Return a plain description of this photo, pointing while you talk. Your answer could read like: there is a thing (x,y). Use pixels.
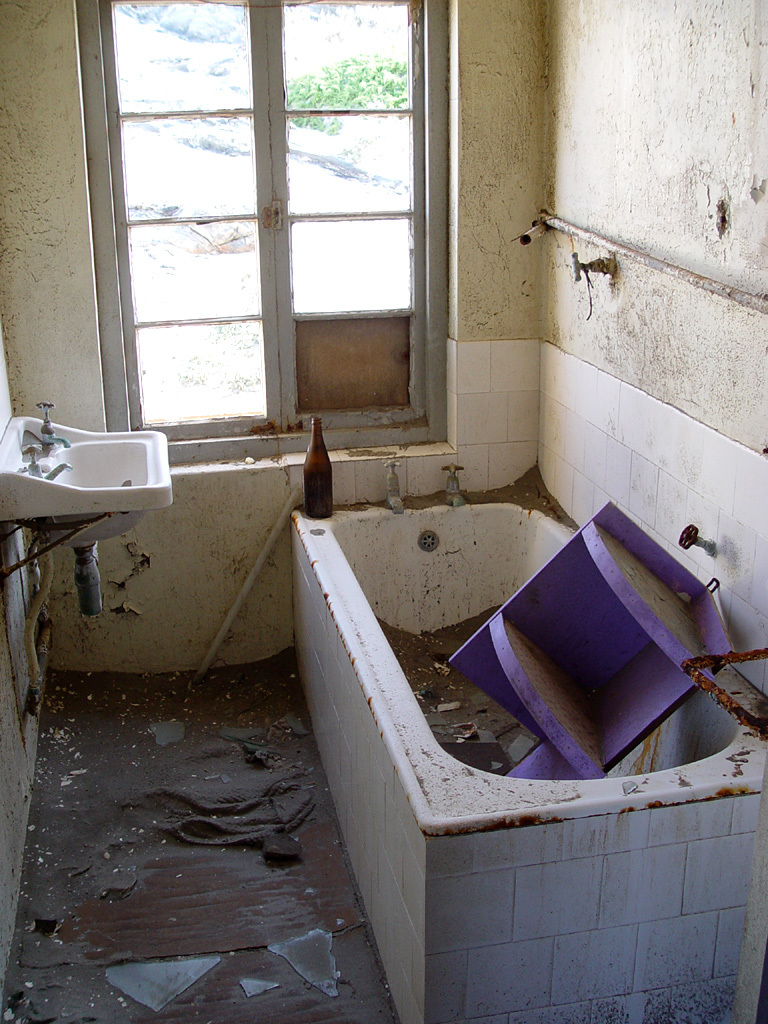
In this image we can see sink (102,469) with taps (47,409), a window (187,24), taps (395,490) to the wall (428,486) near the bathing tub (428,534), a rack (607,621) and sand (450,634) in the tub (340,544) and a bottle (324,475) on the tub (350,538) and a pipe (687,277) to the wall (686,257) on the right side (700,291).
